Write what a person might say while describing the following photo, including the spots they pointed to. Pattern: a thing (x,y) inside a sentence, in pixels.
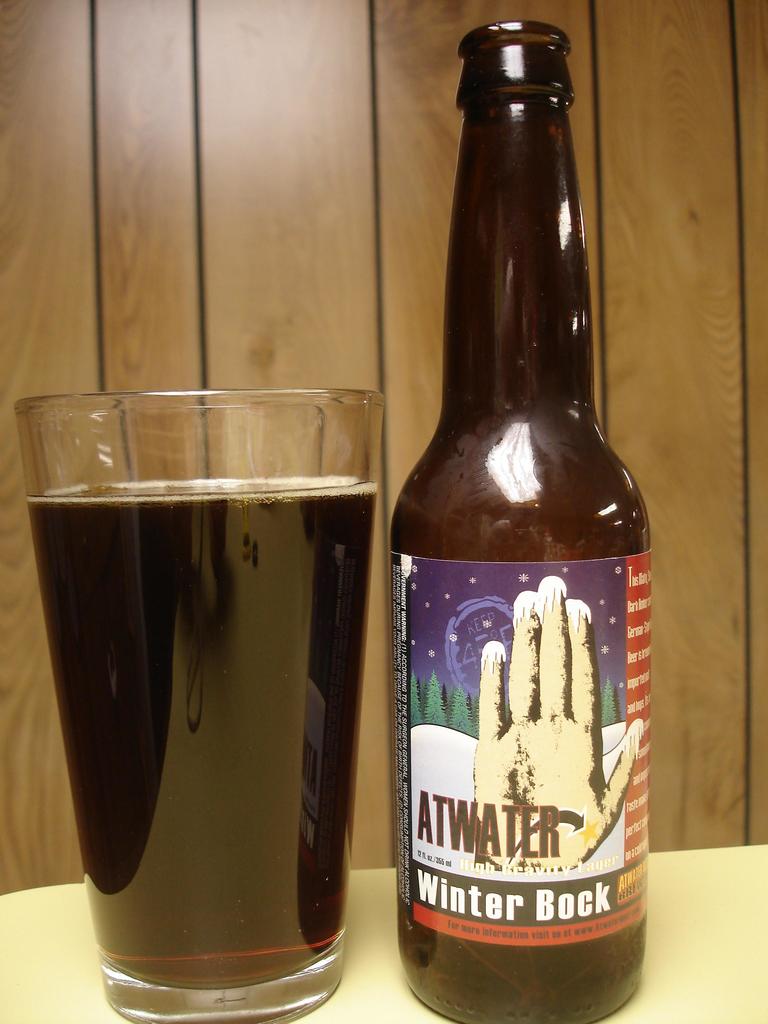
In the foreground of this image (241,879), there is a glass (210,715) with drink (215,718) and a bottle (534,833) placed beside it on a table (723,947). In the background (232,271), there is a wooden wall (234,267).
